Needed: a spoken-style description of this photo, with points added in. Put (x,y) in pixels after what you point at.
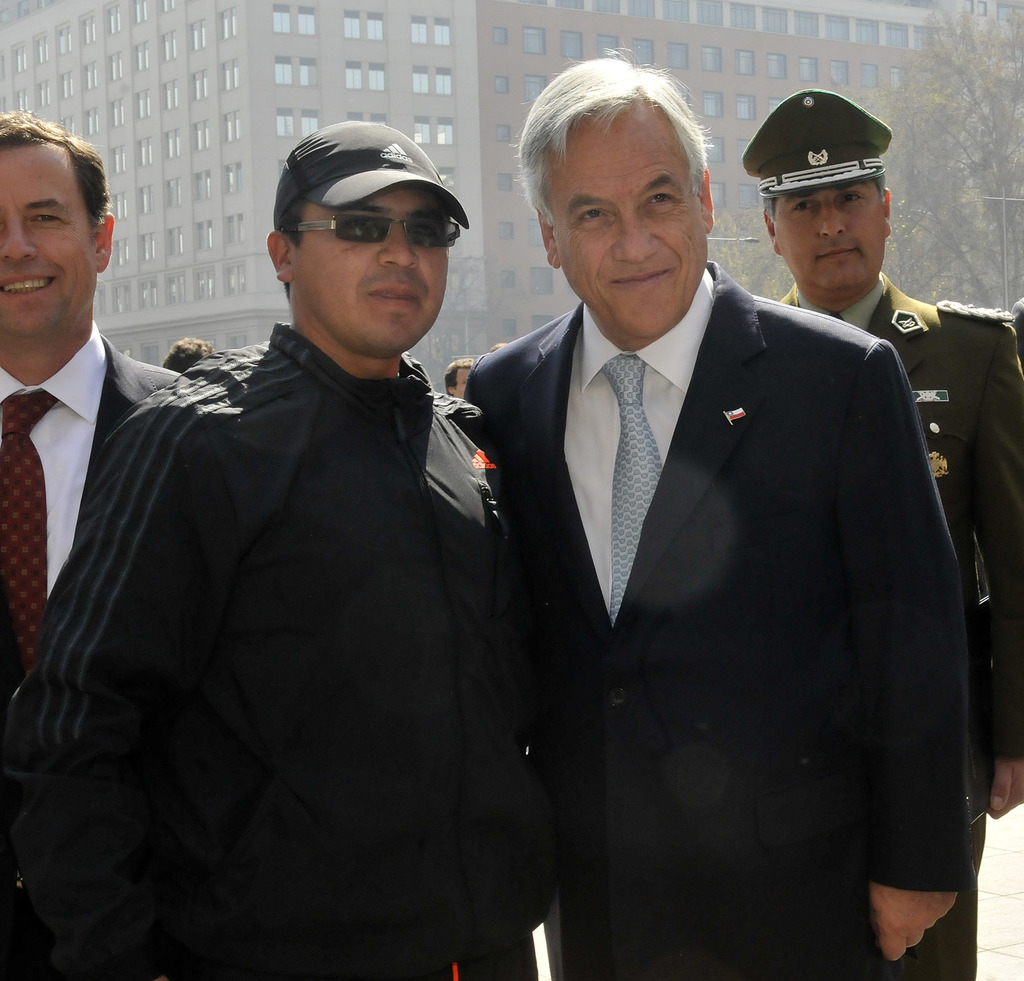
There are four men (132,559) standing and smiling, behind these men (372,384) we can see people (184,356). In the background (954,188) we can see trees (947,247), pole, light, building (228,76) and windows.
